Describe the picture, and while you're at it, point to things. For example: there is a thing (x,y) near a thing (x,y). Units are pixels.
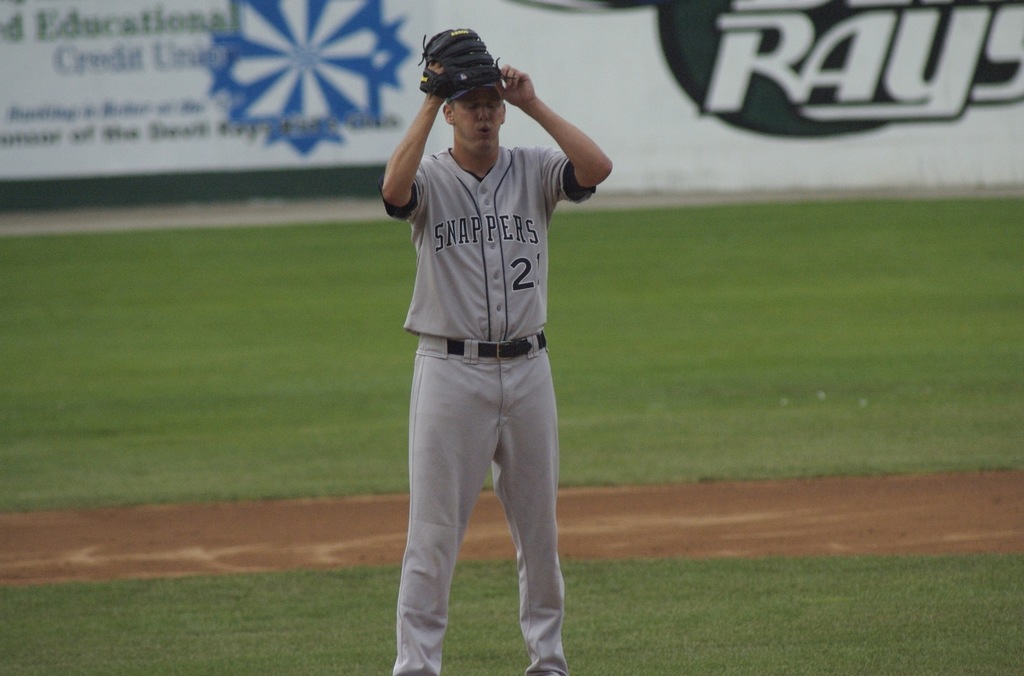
In this image in the center (421,299) there is one person (457,331) who is standing and he is wearing gloves (447,76), at the bottom (568,633) there is grass (1001,588) and walkway (642,545) and in the background (320,106) there are some boards (721,86). On the boards (650,79) there is text (840,78).
